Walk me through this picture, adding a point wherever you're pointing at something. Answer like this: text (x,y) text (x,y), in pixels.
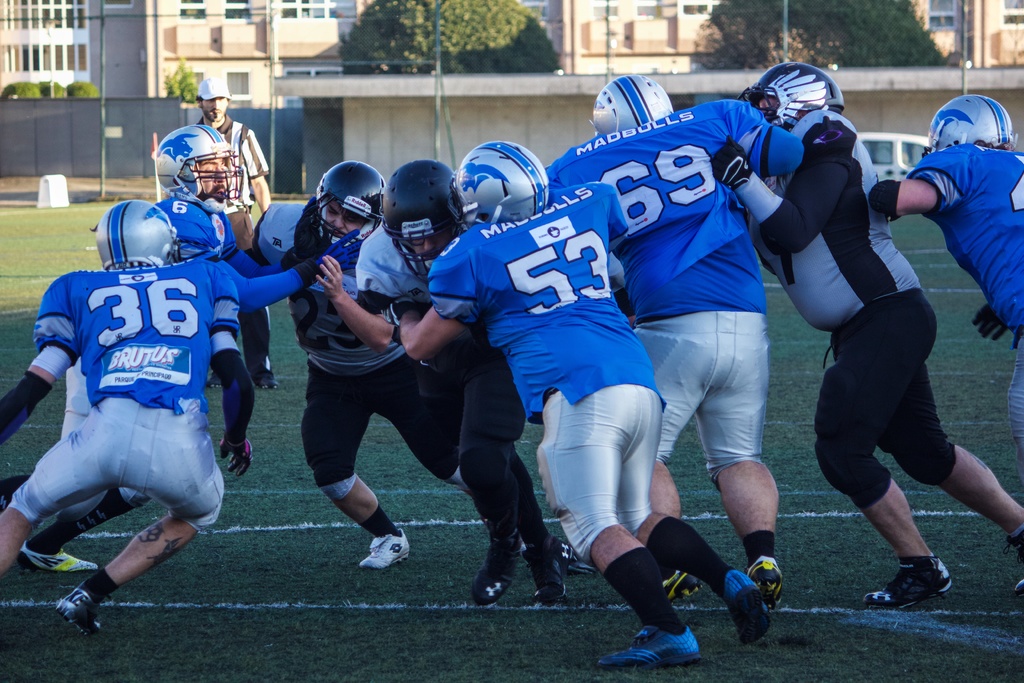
In this picture I can see few men (666,297) playing a game and I can see a man (246,238) standing in the back (247,210), he looks like a umpire (231,132) and I can see buildings (312,56) and trees (783,49) in the back (768,9) and I can see grass (506,670) on the ground (279,418) and a car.
